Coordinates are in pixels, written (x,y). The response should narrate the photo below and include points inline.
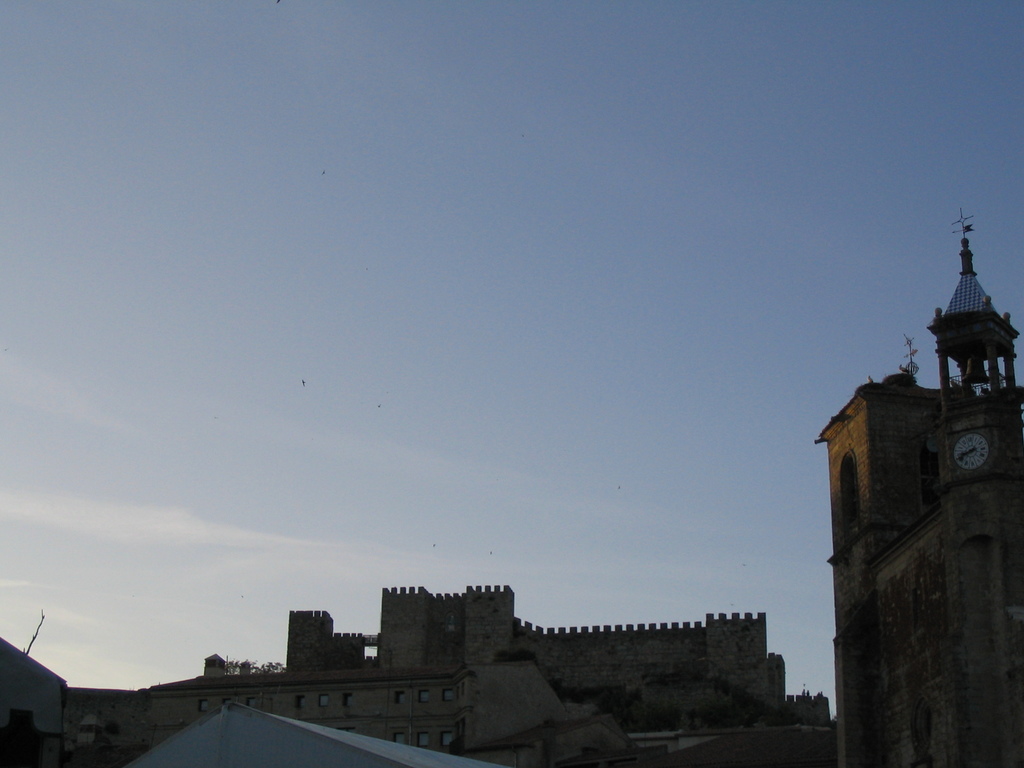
In this picture, we see the castles (502,600). In the background (534,382), we see the sky (495,339). At the bottom (264,722), we see a shed (276,747) or a building (297,739) in white color.
